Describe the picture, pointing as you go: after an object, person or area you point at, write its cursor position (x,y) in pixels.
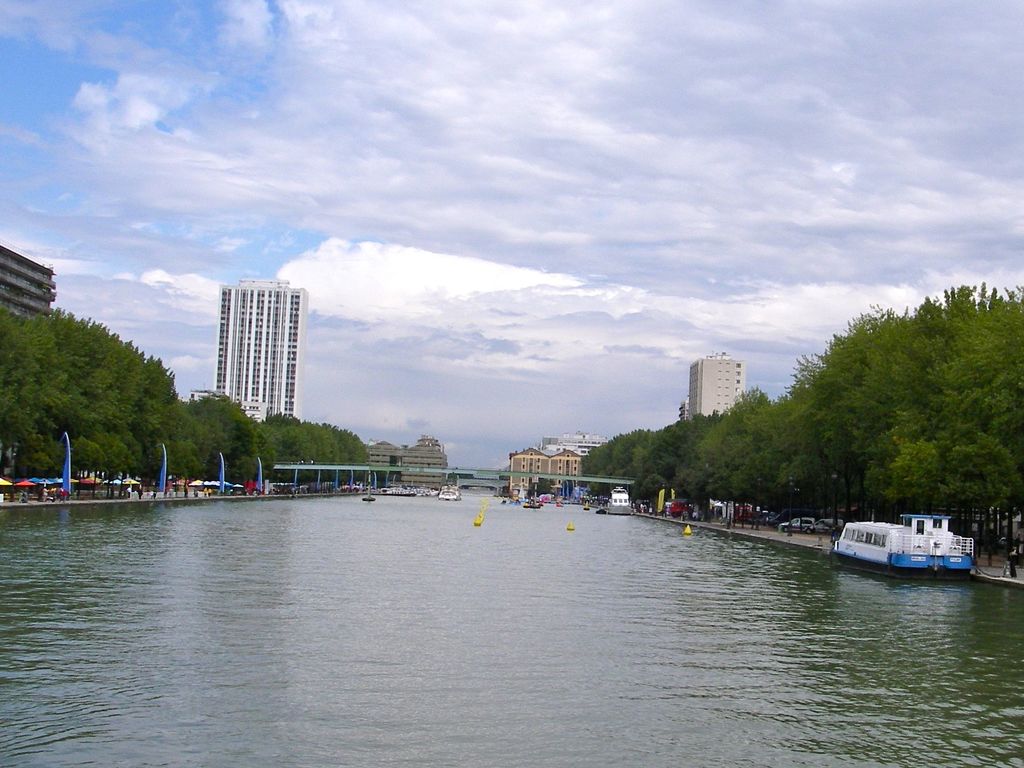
In this image we can see there are a few boats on the water (415,511), above that there is a bridge (506,469). On the left (205,406) and right side of the image (986,444) there are trees (849,416) and buildings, beneath the trees (933,458) there are canopies (24,482) and few people (144,489) are walking on the path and there are a few vehicles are parked.
